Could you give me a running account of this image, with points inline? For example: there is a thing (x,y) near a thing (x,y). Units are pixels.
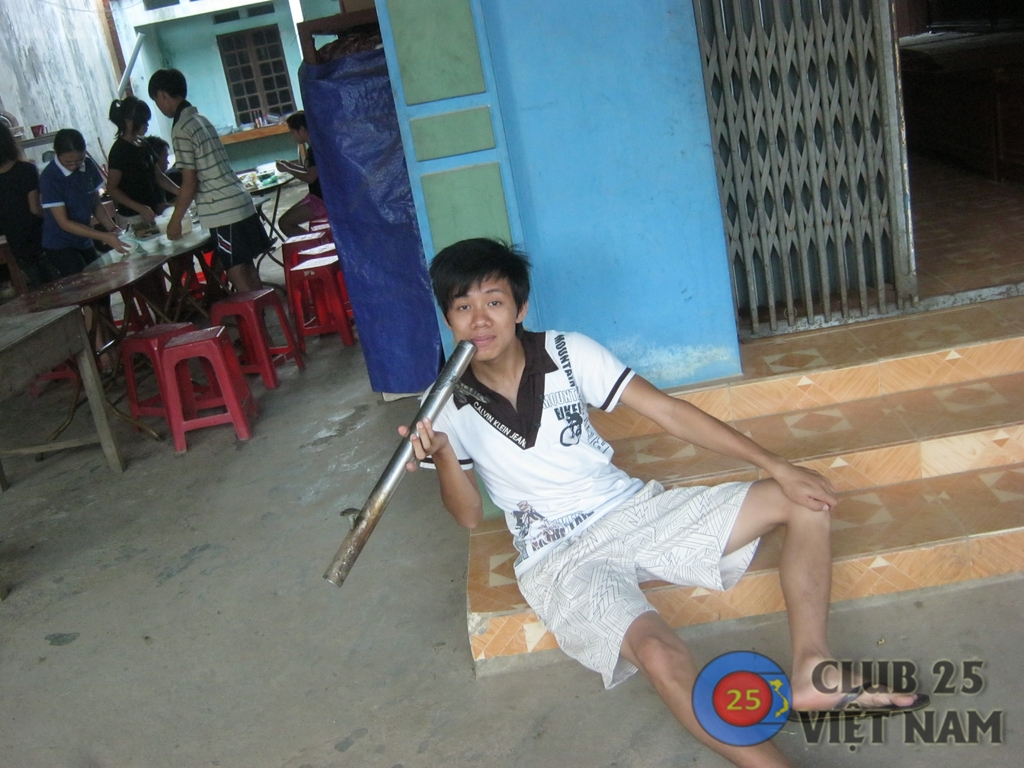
In the bottom right (894,667), there is a watermark (899,671). On the right side (700,515), there is a boy (517,289) in white color T-shirt (573,415), holding a rod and sitting. In the background (173,96), there are children (153,96) standing in front of a table (109,293), on which there are some objects (124,235), there are red colored stools (220,331) and there are buildings (479,10).
